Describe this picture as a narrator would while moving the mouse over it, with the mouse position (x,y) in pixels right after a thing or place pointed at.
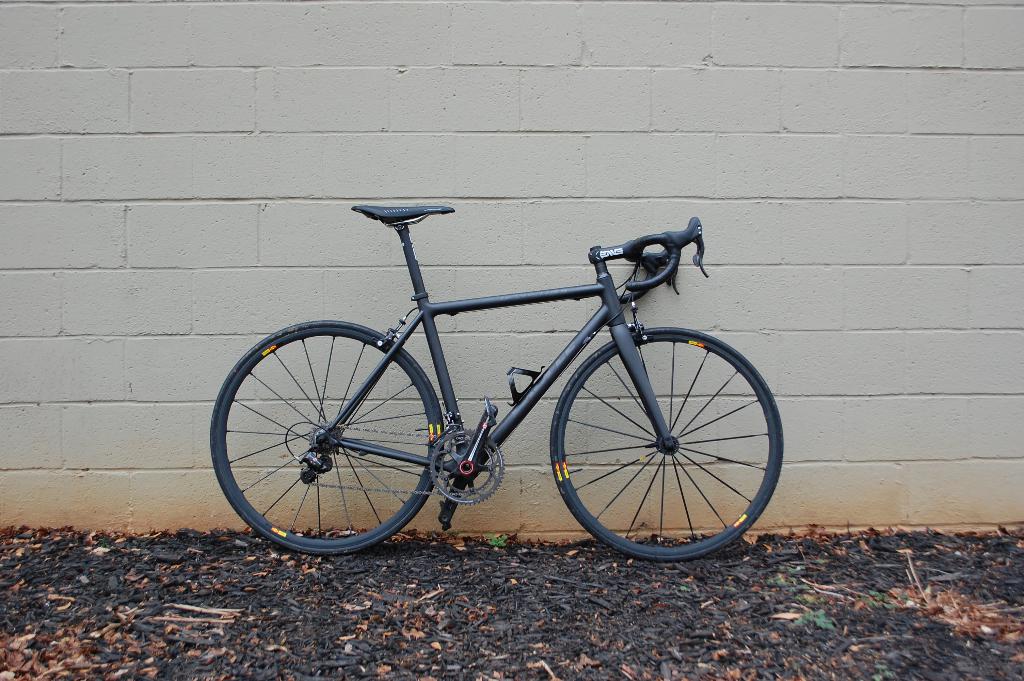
In this image I can see a black colour bicycle (443,360) and a white colour wall (870,297). I can also see number of black colour things (558,607) on the ground (298,621).
